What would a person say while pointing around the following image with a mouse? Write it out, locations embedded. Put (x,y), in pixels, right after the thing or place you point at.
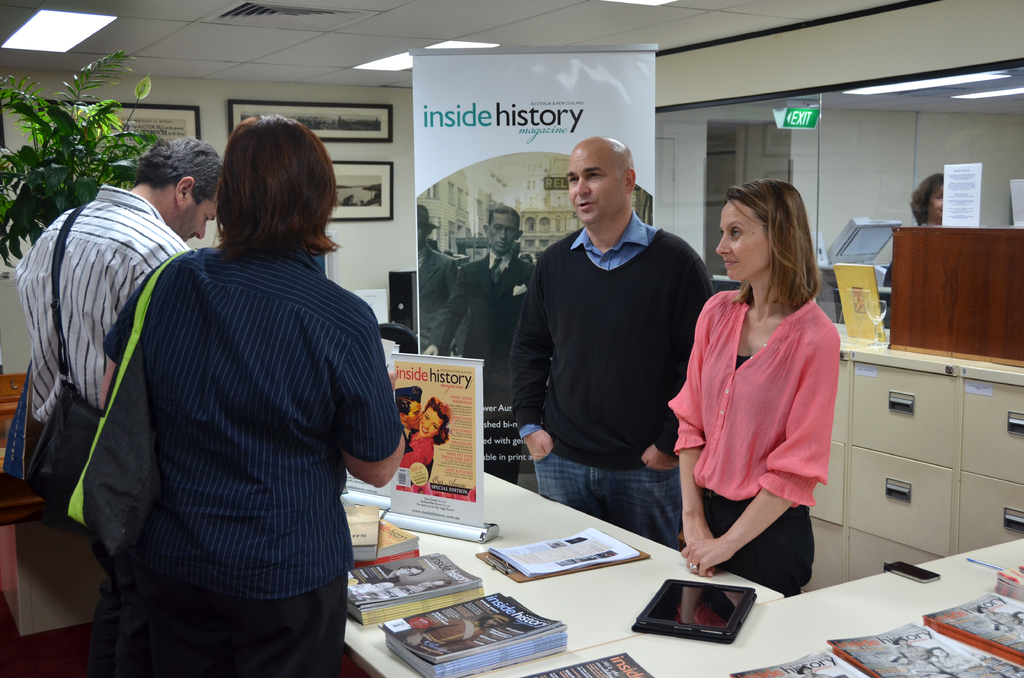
There are four people (590,429) standing and these two persons (185,536) are worn bags (133,459) and we can see books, board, tab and objects (1017,576) on table (509,482). Background (480,89) we can see boards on wall (61,88), plant (74,88) and banner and we can see glass (840,155), through this glass (867,161) we can see person (932,212) and boards (947,190). Here we can see lights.
